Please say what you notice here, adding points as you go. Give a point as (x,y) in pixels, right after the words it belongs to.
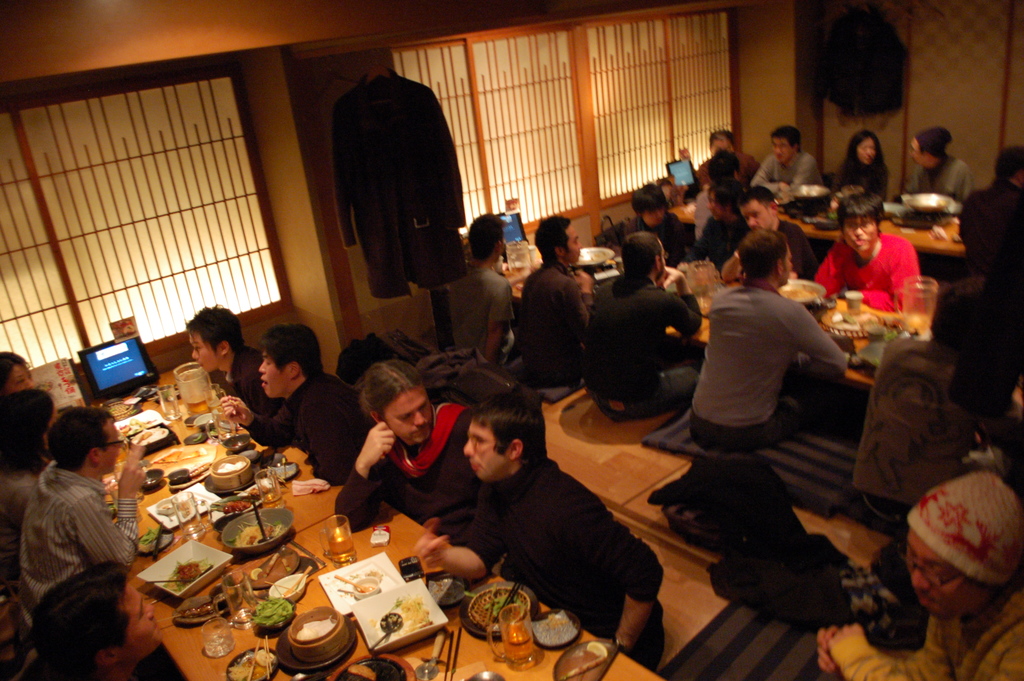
In this picture we can see a group of people (552,520) sitting on floor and in front of them on table (301,536) we have bowls (304,631), spoons (305,575), glasses (241,577), some dishes (202,546), chop sticks (450,650), laptops (126,374), jar (180,372) with drink (199,398) in it and in background (284,105) we can see wall (297,88), coat (386,129) hanged to hanger (373,75).
